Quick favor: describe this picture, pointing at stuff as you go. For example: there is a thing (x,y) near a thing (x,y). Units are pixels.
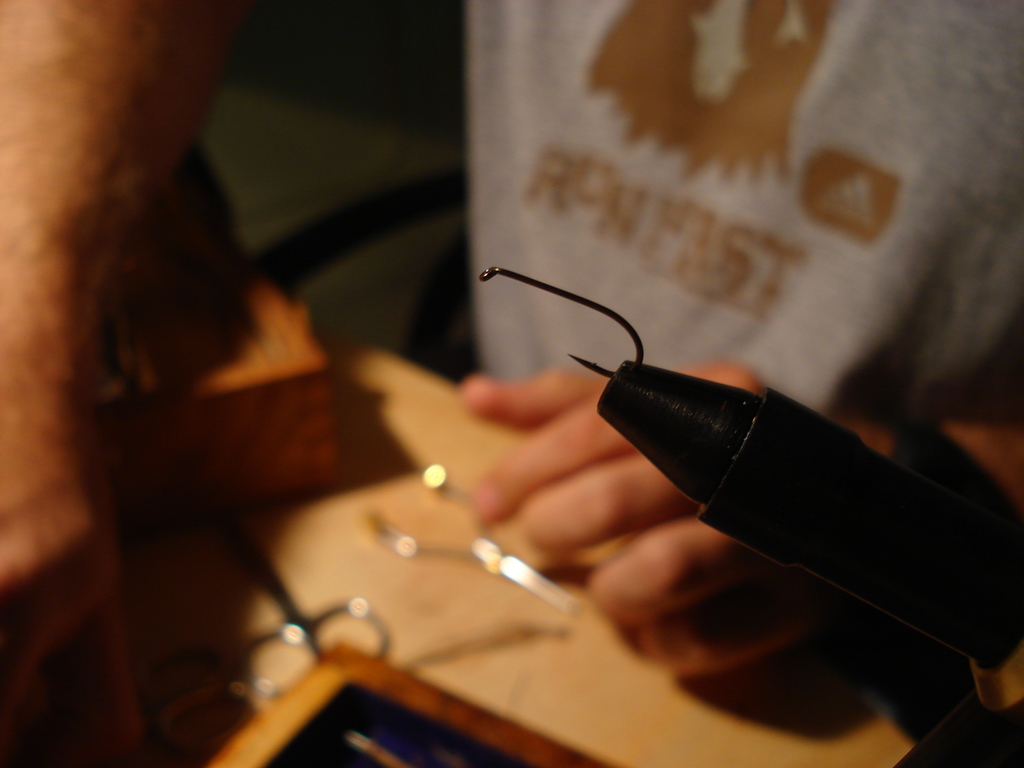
On the right side of the image (723,484) there is a black object (678,482) with hook (595,367). In the background (200,334) there is a blur image. There is a person (665,161) with hands (645,562) on the table (339,566). On the table (334,634) there are scissors (251,641) and some other things (366,705).
